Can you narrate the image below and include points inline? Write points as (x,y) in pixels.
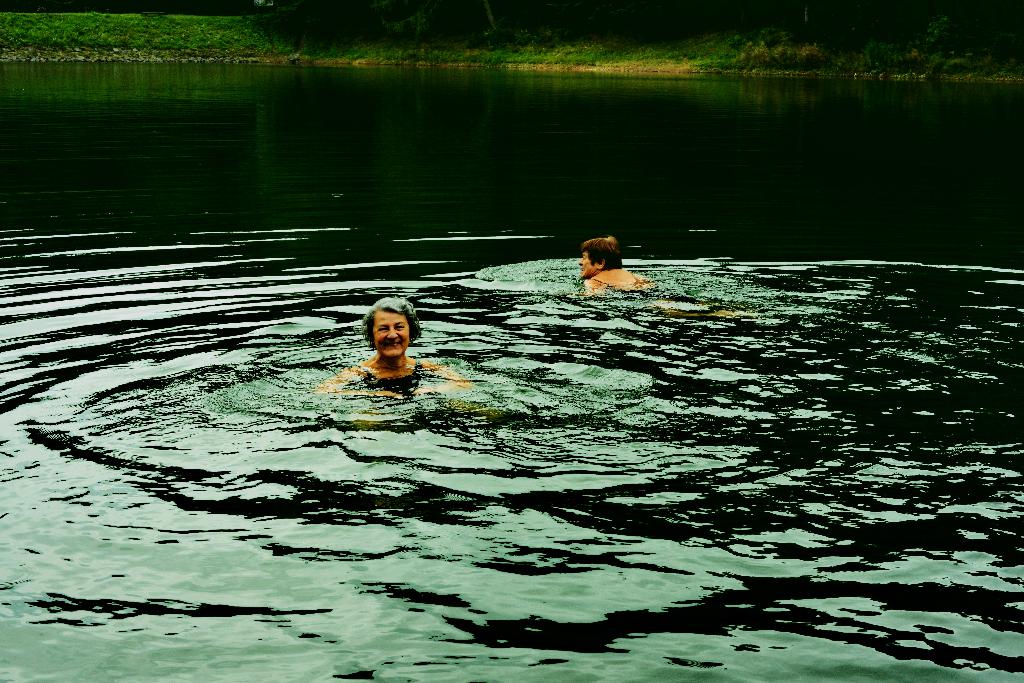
In this picture there are two persons (389,379) in water (509,326) and there is a greenery ground (232,19) in the background (248,16).
